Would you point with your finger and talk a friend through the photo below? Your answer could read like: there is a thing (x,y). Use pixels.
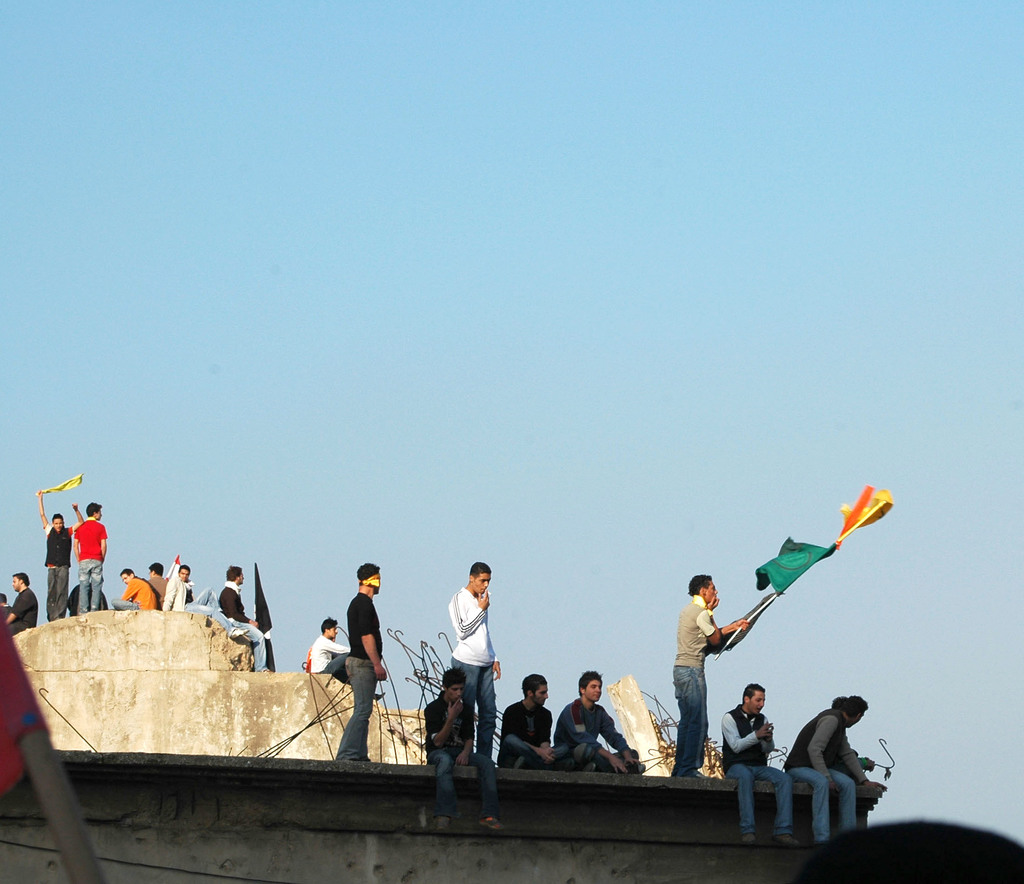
In this image we can see some people (327,653) sitting on the wall (295,680). The wall (88,674) is covered with some rods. On the left side (275,649) we can see some people (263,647) holding the flags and standing.
